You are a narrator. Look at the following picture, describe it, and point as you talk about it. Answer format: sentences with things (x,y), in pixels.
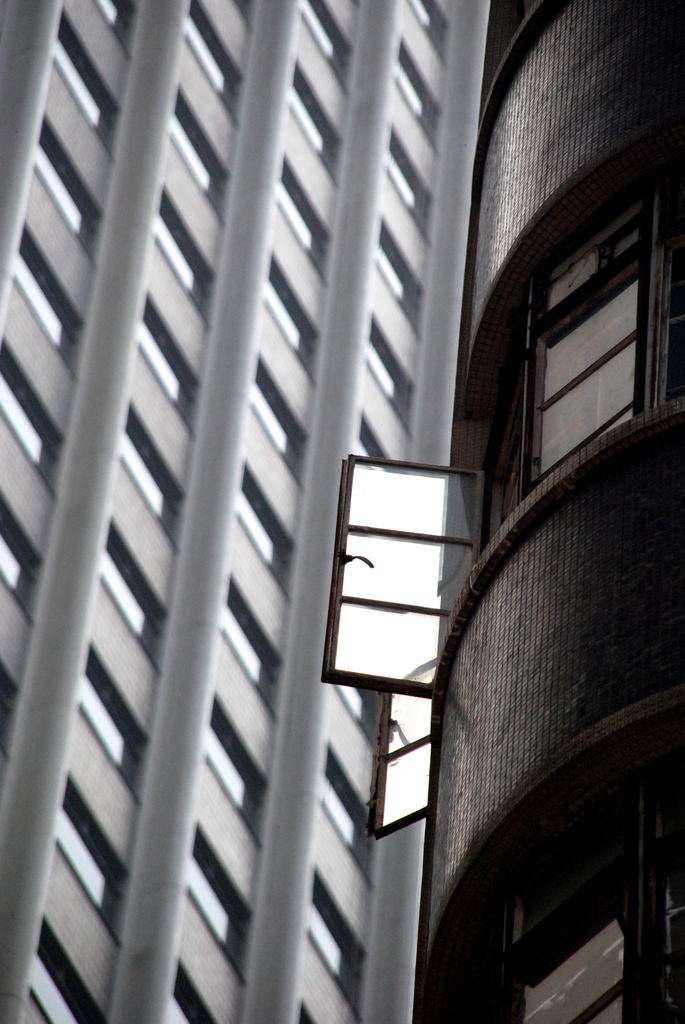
In this image there is a building (366,357) with glass windows (389,770).
